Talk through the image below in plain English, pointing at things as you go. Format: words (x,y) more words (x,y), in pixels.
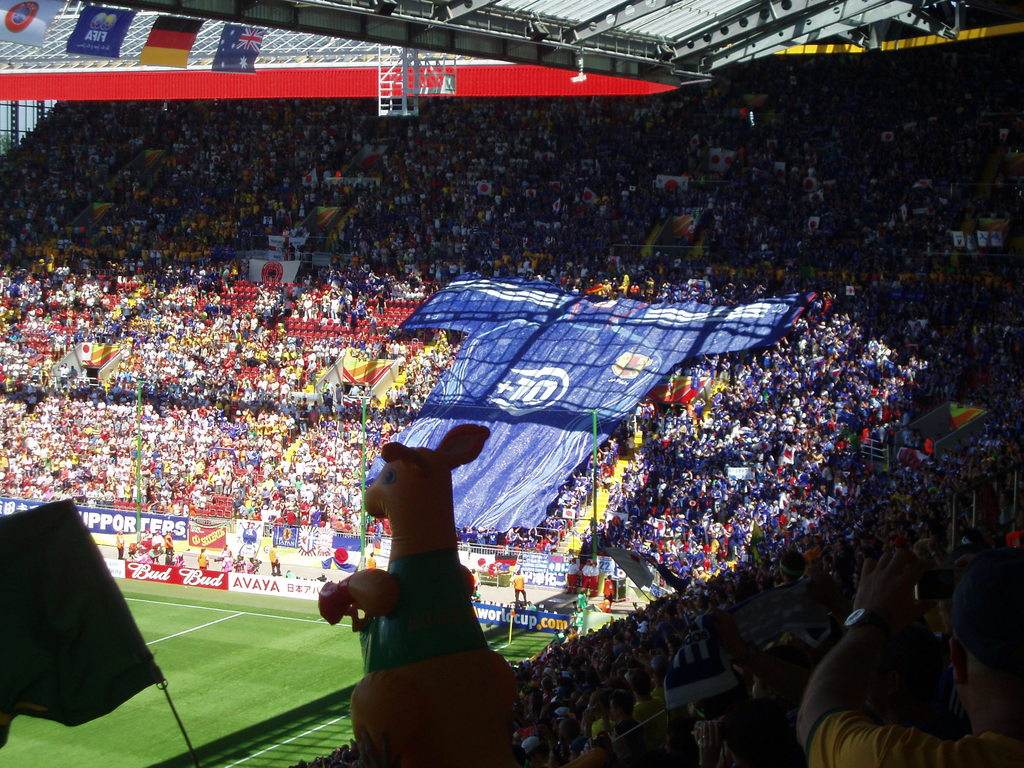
This picture is clicked outside in the stadium (572,655). On the right corner (963,578) there is a person (1007,560) holding an object (924,596). In the center (452,460) there is a sculpture of a kangaroo (366,573) and we can see the group of people (85,413) seem to be sitting on the chairs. On the left (237,621) we can see the green grass (255,625) and the banners (236,579) on which the text (148,525) is printed. At the top (315,65) we can see the metal rods (419,52), roof (584,10) and the flags (244,51).
